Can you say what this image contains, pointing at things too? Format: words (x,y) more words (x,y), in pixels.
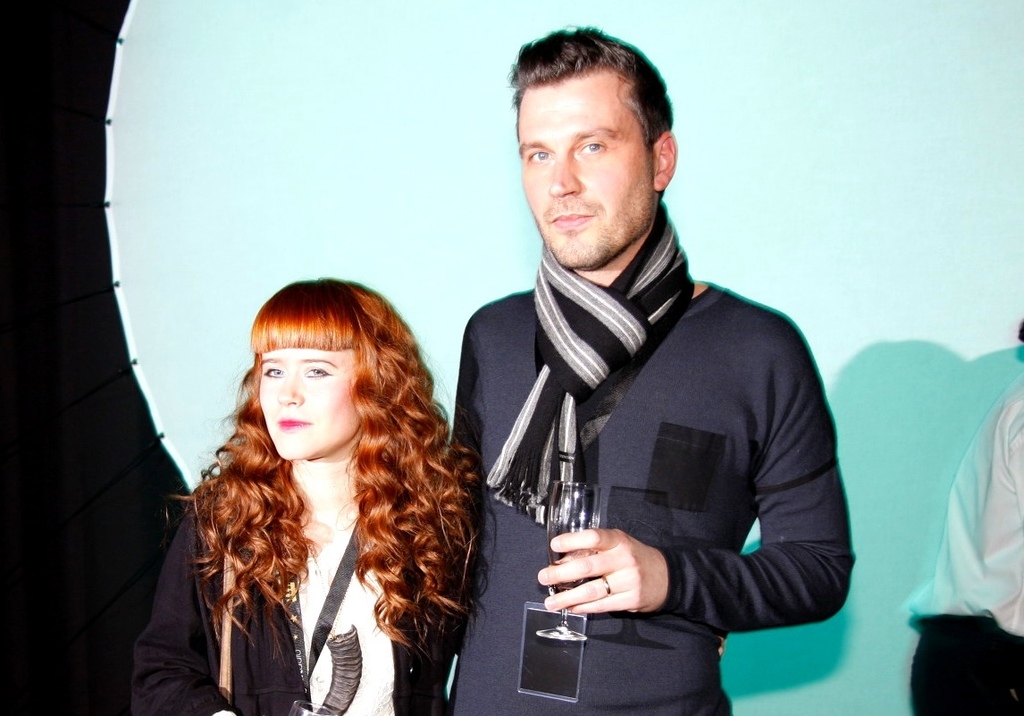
In this image we can see a man (480,412) and a woman (210,492). Both are holding glasses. Man (533,389) is wearing scarf (533,389). In the back (968,580) there is another person (997,622).
